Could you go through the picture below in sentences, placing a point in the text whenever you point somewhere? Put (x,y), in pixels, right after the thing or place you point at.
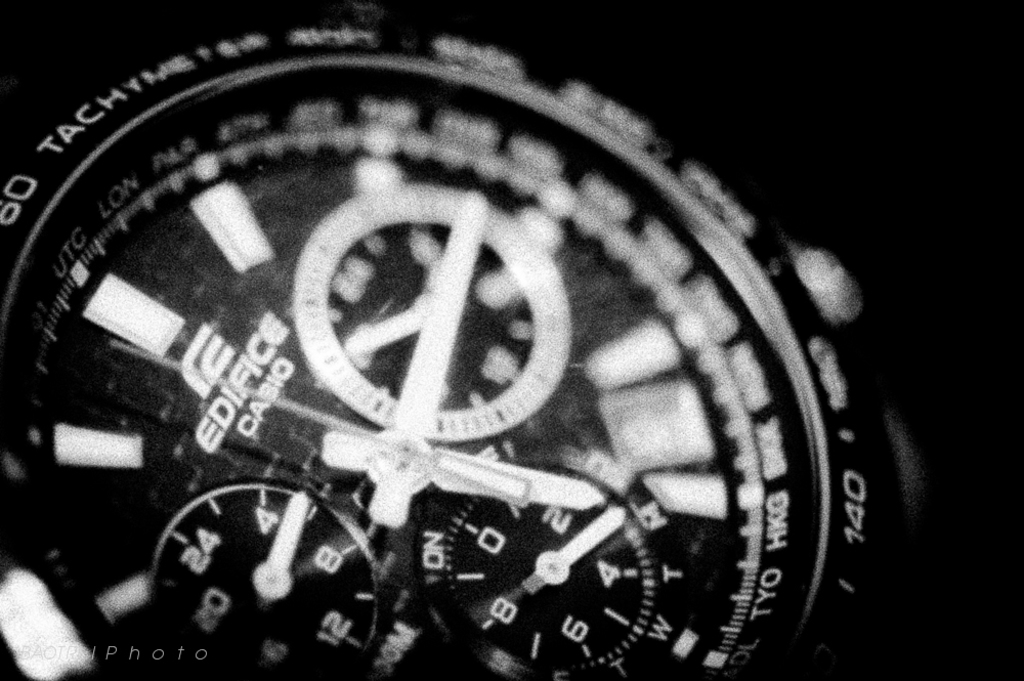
In this image we can see there is a watch dial (468,375). It is the black and white image.
